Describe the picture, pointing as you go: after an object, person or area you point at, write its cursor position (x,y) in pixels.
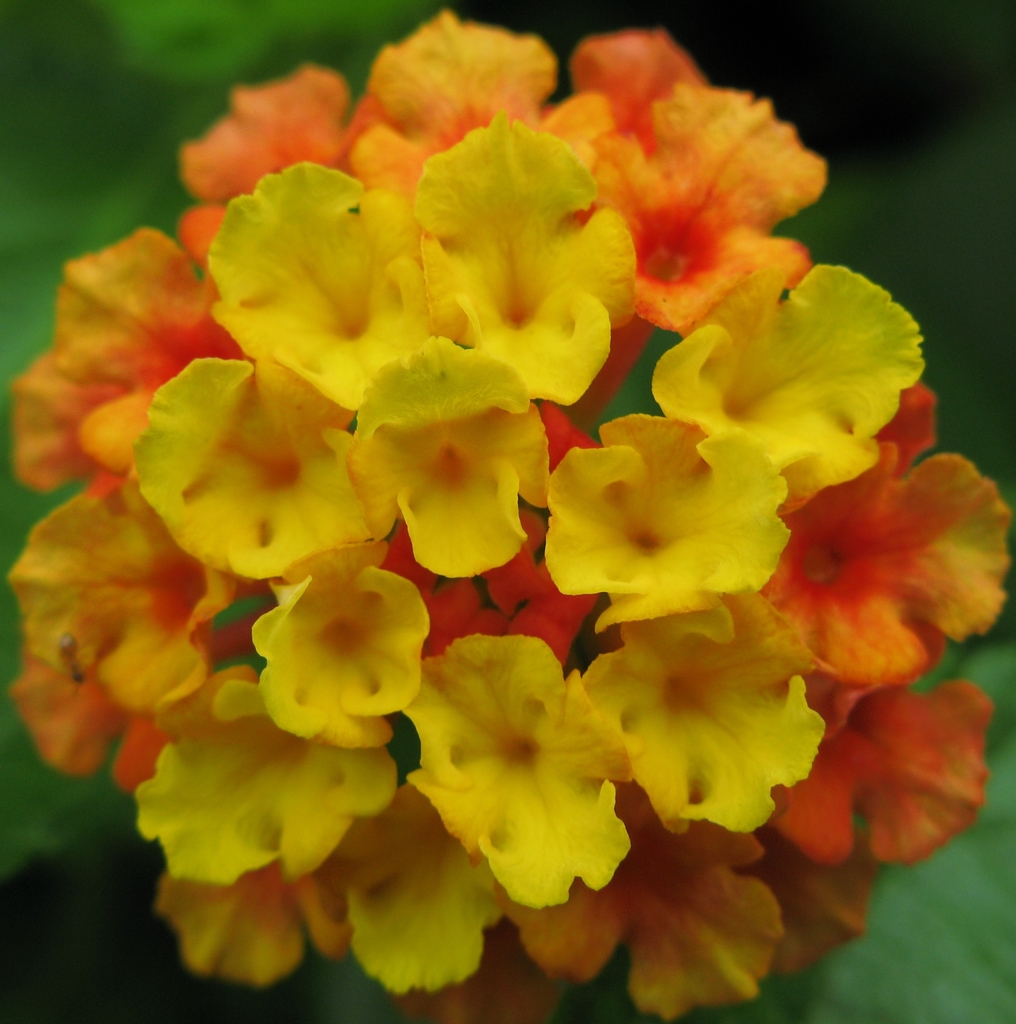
In this image, we can see some flowers (666,499). Background (990,1007) there is a blur view and it is greenery (76,988) we can see.
